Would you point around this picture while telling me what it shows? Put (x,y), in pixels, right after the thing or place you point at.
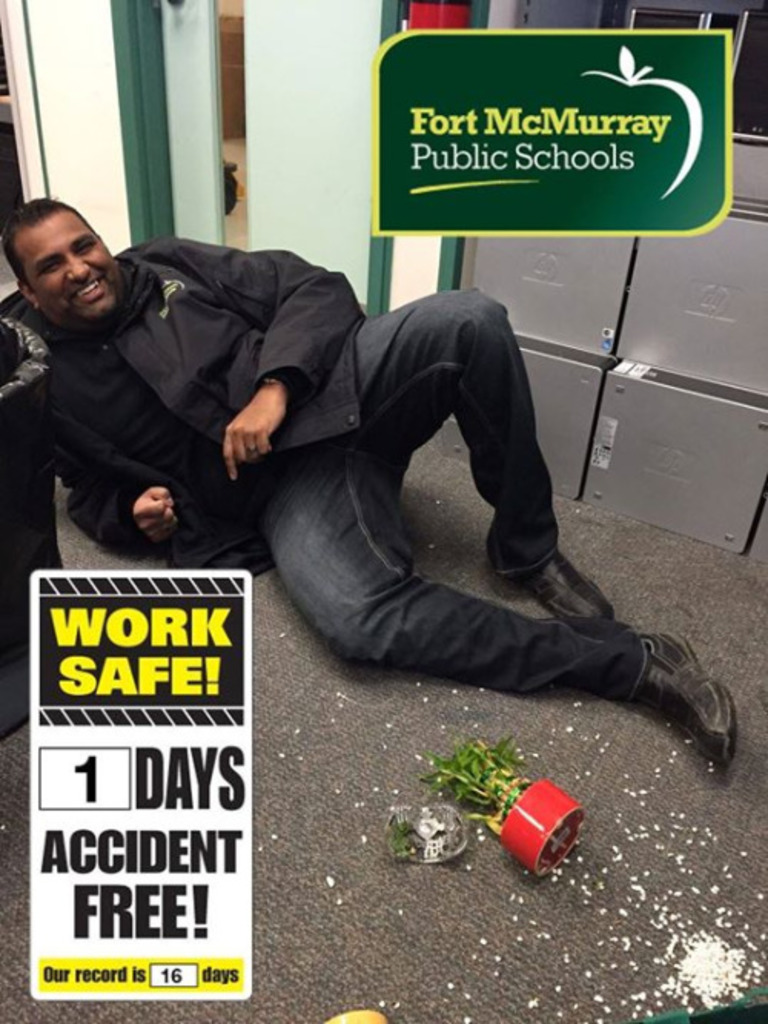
In this picture there is a man (303,560) lying on the floor (697,817) and he is smiling. At the back (765,247) there are objects (758,473). At the bottom (683,949) there is a plant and there are objects (296,730). At the top right (609,85) there is text (463,213). At the bottom left (132,870) there is text (38,780).
